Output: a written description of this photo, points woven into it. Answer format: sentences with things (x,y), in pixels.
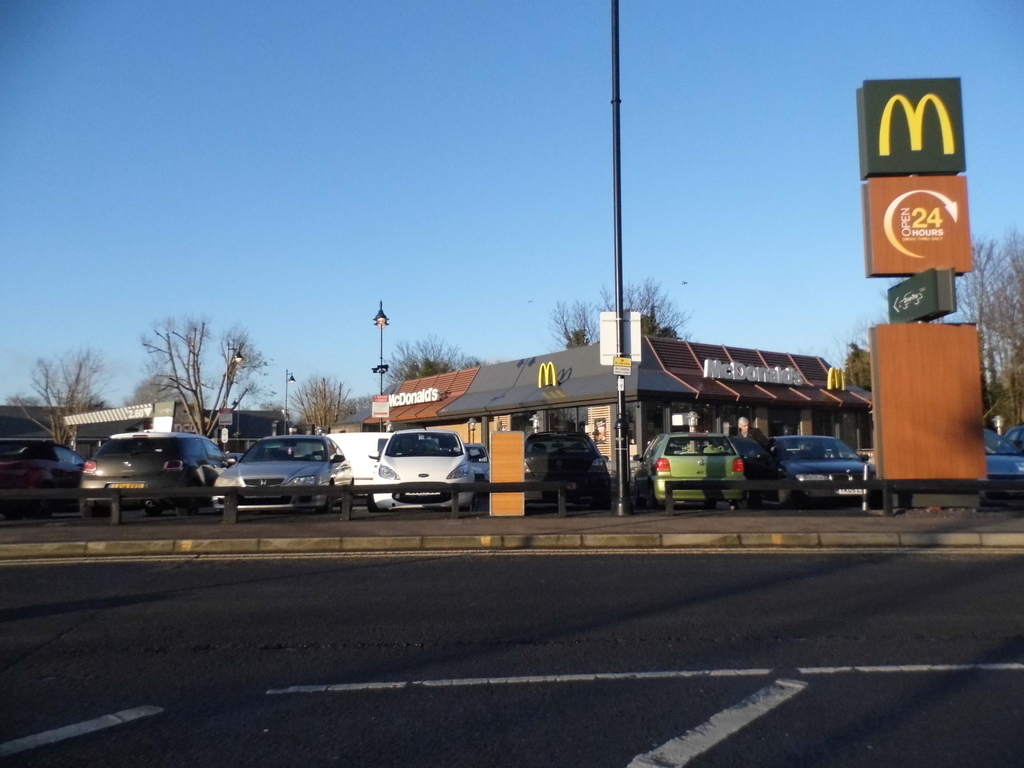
In this picture, we can see a few vehicles (560,455), houses (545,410), store (463,416), posters (919,458), poles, lights (1000,424), trees (198,355), and the sky (448,243).
